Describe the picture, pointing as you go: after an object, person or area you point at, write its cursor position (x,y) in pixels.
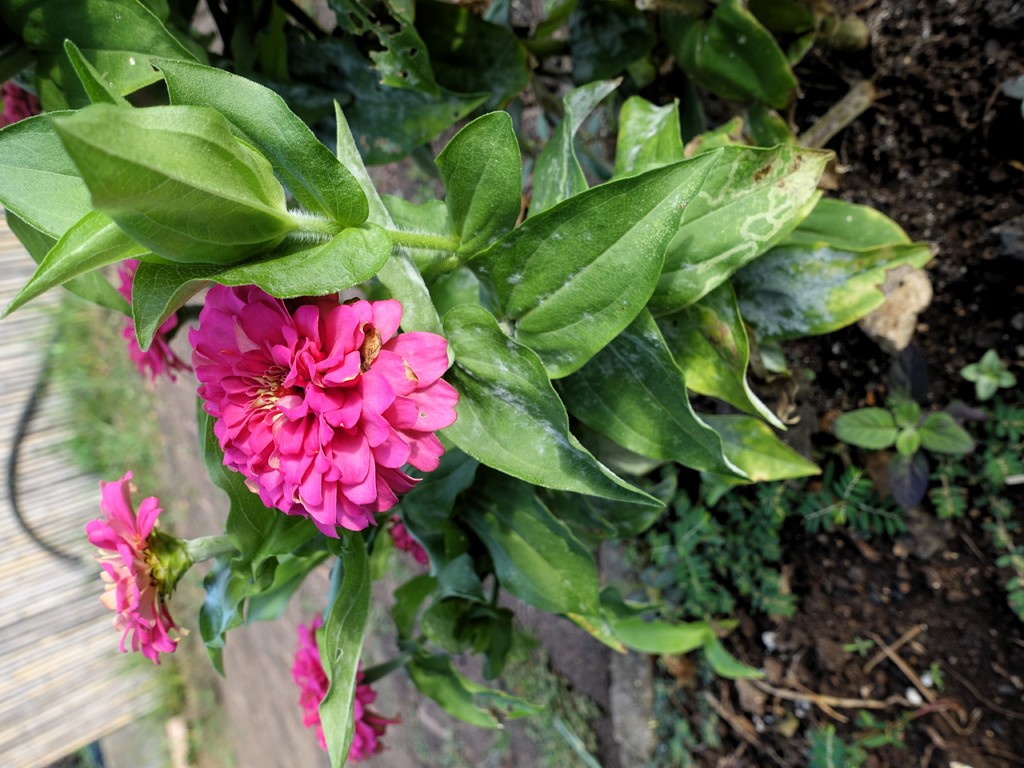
In this image we can see many plants (791,337). There are few flowers (354,521) to a plant (449,526). There is a wooden object (63,651) at the left side of the image (19,561).
